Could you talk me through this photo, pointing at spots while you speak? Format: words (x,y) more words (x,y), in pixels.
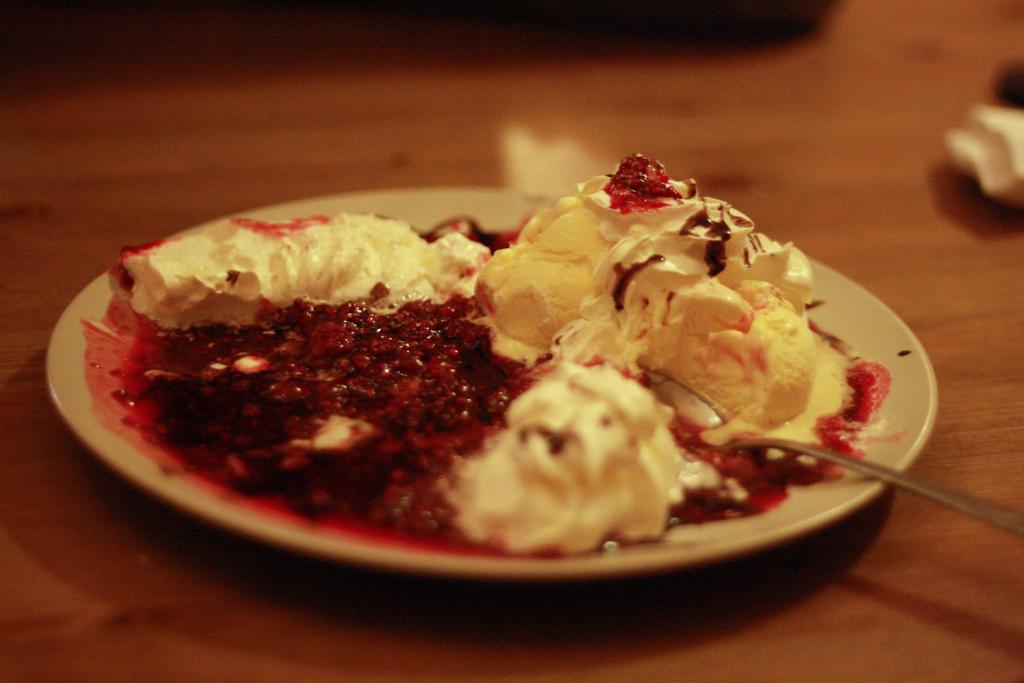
In this image at the bottom (953,470) there is one table (974,302), on the table (911,465) there is one plate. In that plate (548,441) there are some ice creams (720,372) and one spoon (898,474).
